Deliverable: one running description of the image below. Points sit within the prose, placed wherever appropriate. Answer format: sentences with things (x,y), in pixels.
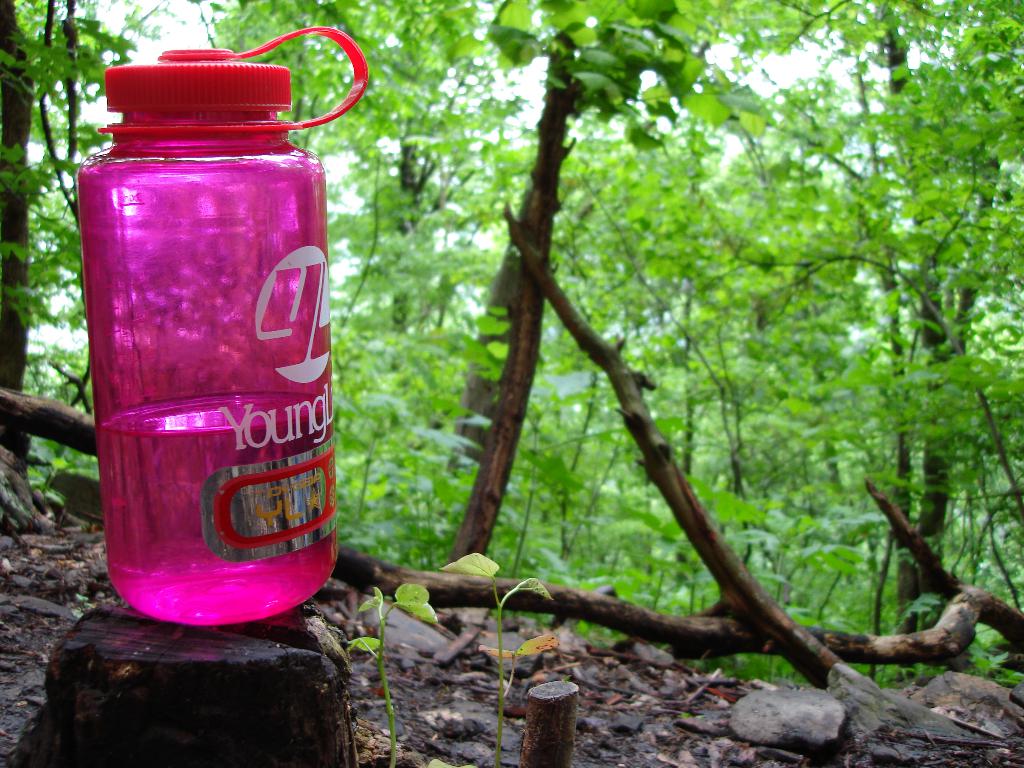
In this image at the left side of the image (256,494) there is a pink color water bottle (271,431) and at the background of the image (595,308) there are trees (556,268).
